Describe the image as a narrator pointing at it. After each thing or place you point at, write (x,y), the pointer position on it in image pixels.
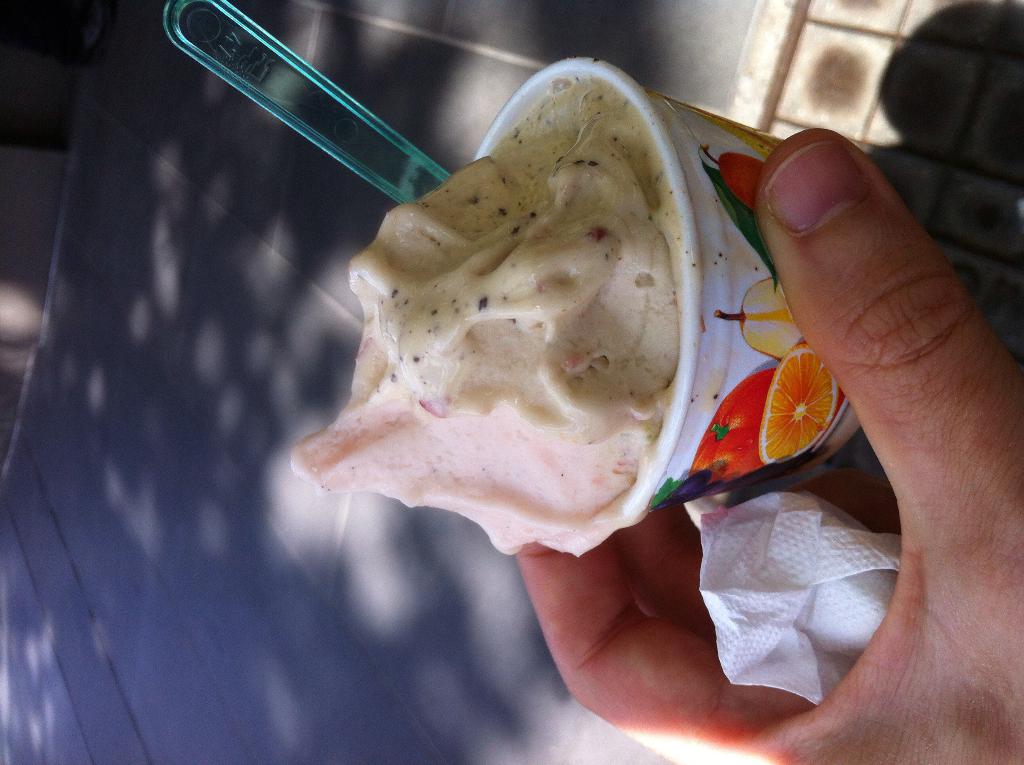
In the foreground of this image (928,592), on the right bottom (927,622) there is a person's hand (917,702) holding a tissue (767,566) and a ice cream cup (701,298) with spoon (301,88) in it. In the background (221,429), there is the ground (207,440).
